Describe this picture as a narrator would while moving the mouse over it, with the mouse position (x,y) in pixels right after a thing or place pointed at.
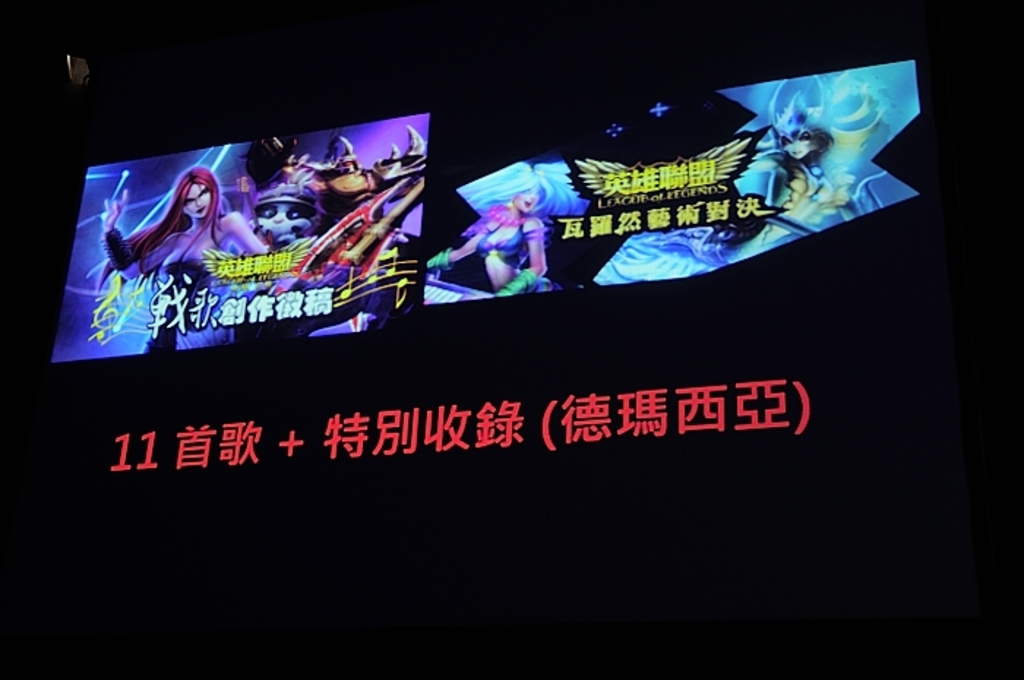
In the center of the picture (569,338) there is a screen (256,248), in the screen (451,250) there are animations (387,183) and chinese script (281,255). At the bottom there is some chinese text (407,417). In the background (171,507) it is black.
